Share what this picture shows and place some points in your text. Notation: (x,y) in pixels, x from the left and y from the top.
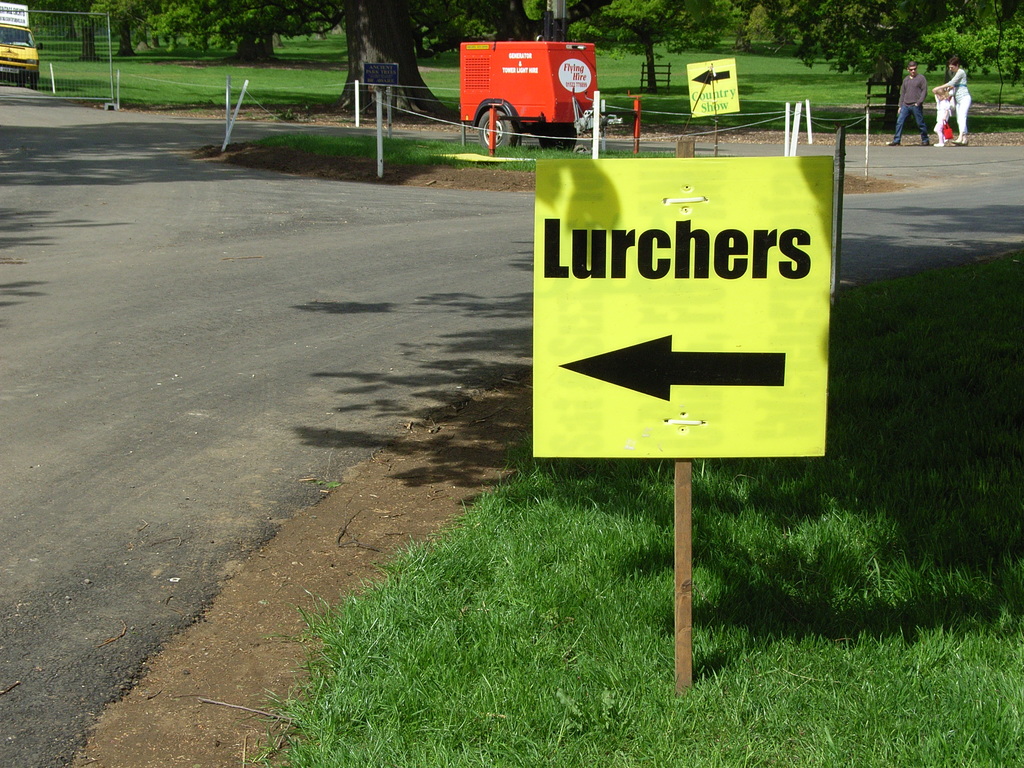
In this picture I can see the roads (196,245). I can see green grass (727,495). I can see the vehicles (38,45). I can see people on the right side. I can see trees (55,20) in the background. I can see the boards (646,191). I can see the metal grill fence (107,86).
